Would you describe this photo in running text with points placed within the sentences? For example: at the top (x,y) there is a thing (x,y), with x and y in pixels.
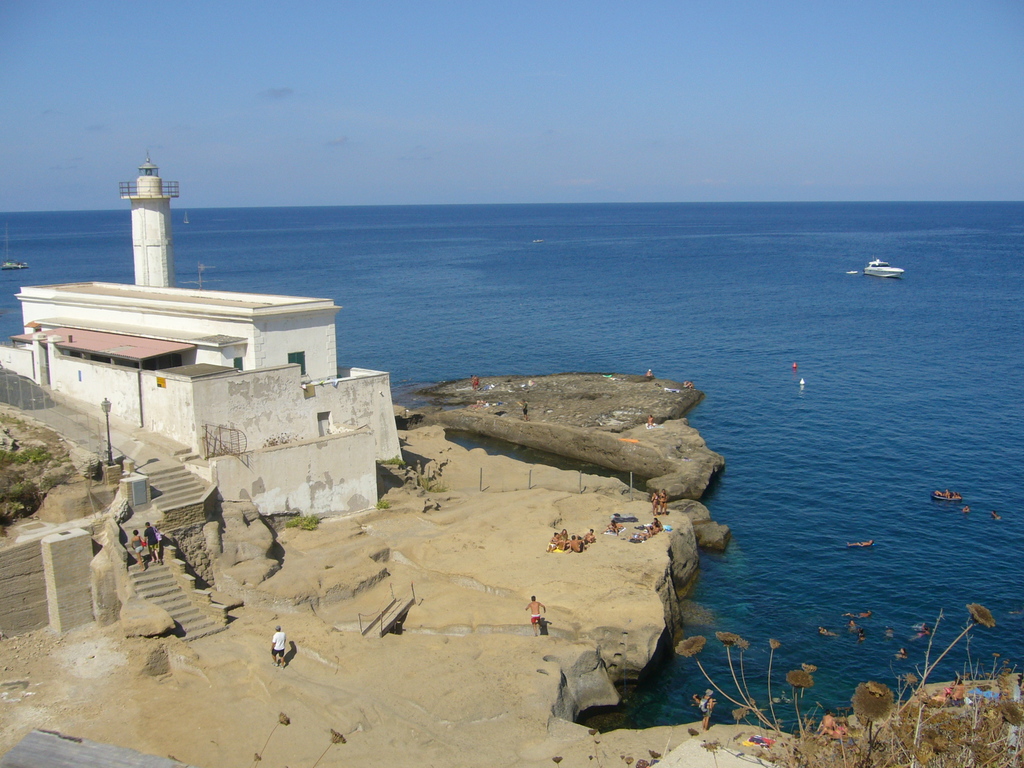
In the image i can see a water (11,317), house (200,351), person's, steps (159,576), grass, stones (622,736), plants (817,736), boat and in the background (316,157) i can see the sky (480,160).
